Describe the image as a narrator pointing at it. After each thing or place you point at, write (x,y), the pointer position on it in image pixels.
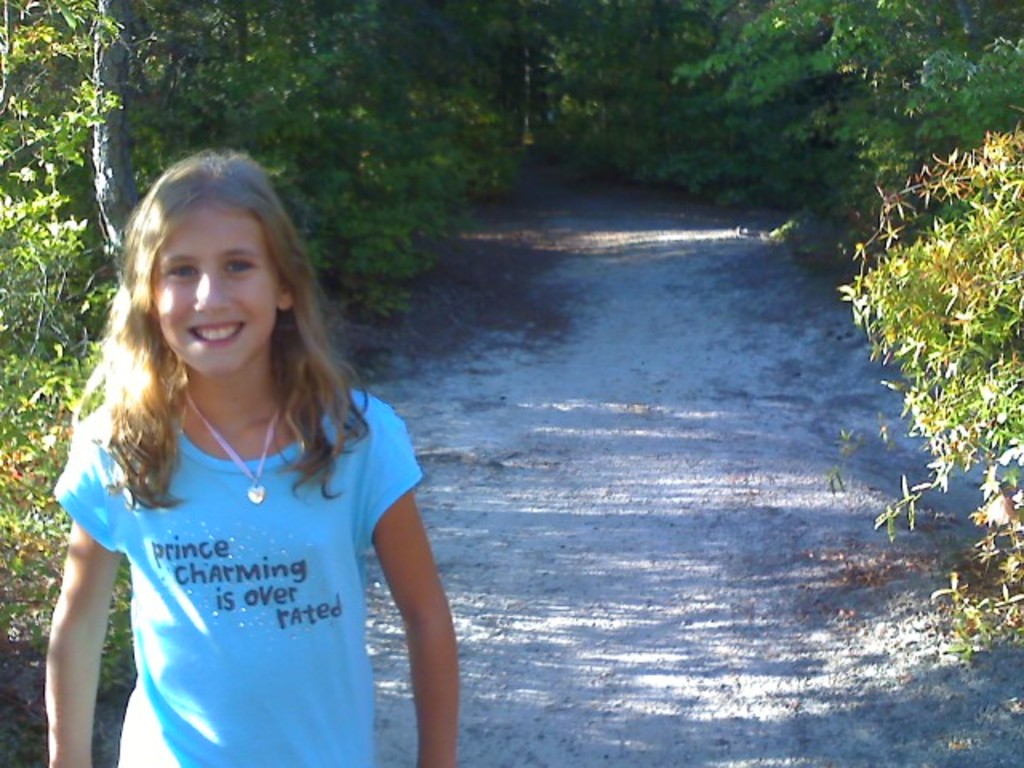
In this image, we can see a path (625,436) in between trees (511,76). There is a kid (237,398) in the bottom left of the image (289,700) wearing clothes (312,621).
